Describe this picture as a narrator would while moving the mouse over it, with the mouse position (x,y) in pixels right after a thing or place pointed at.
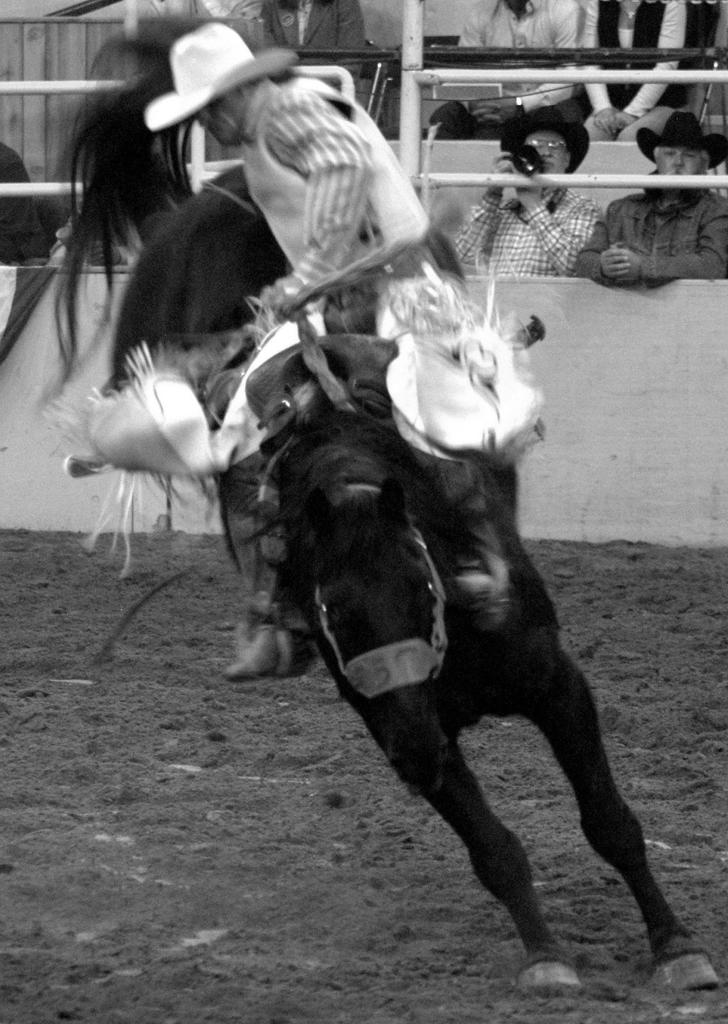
In this picture there are group of persons (383,228). In the front (368,263) a man (340,215) is riding a horse (390,595) on the ground (245,837) wearing a hat (223,69). In the background (508,187) there are two persons (620,212) wearing a black colour hat (667,123). In the center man (536,198) is holding a camera (534,163) in his hand (515,191). In the background (555,37) there are three person (574,24) sitting.
